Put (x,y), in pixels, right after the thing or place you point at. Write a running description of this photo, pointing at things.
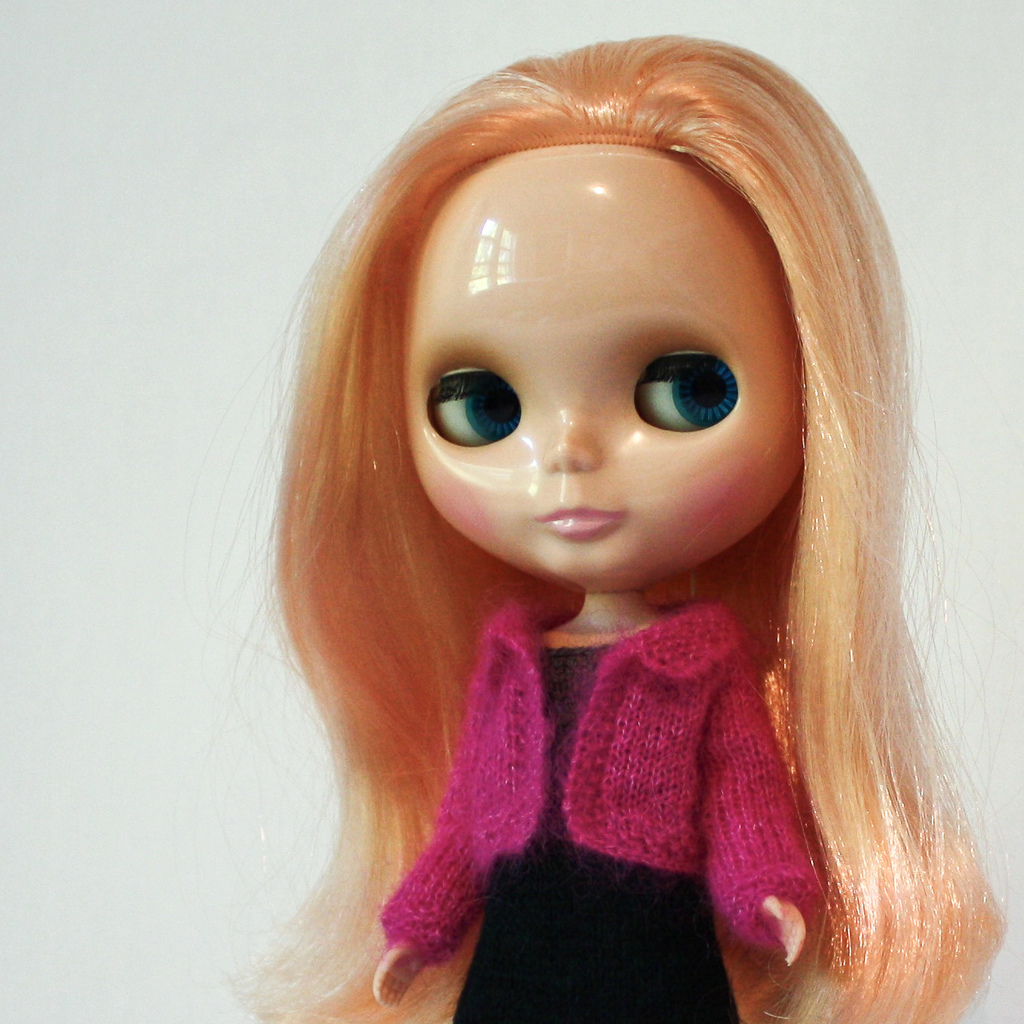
In this image we can see a doll (714,629). On the backside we can see a wall (40,685).
